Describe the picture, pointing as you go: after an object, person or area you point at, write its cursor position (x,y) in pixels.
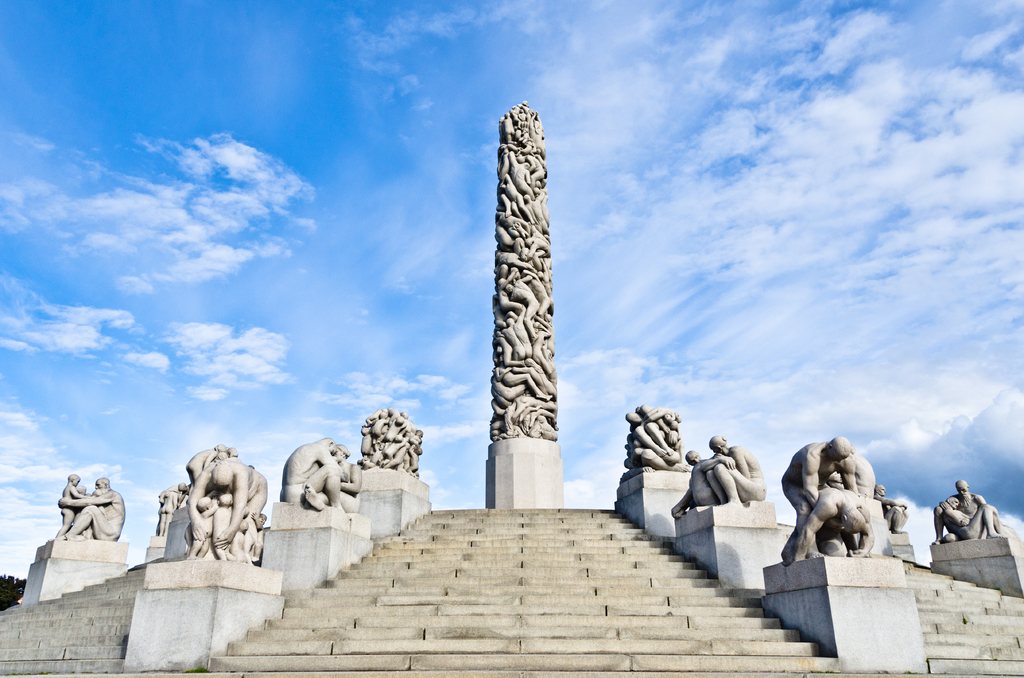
This picture is clicked outside. In the foreground (516,584) we can see the stairways (522,624) and we can see the sculptures (858,500) of group of people (387,455). In the background (269,115) we can see the sky (393,60) with the clouds (954,108) and we can see the green leaves (15,589).
